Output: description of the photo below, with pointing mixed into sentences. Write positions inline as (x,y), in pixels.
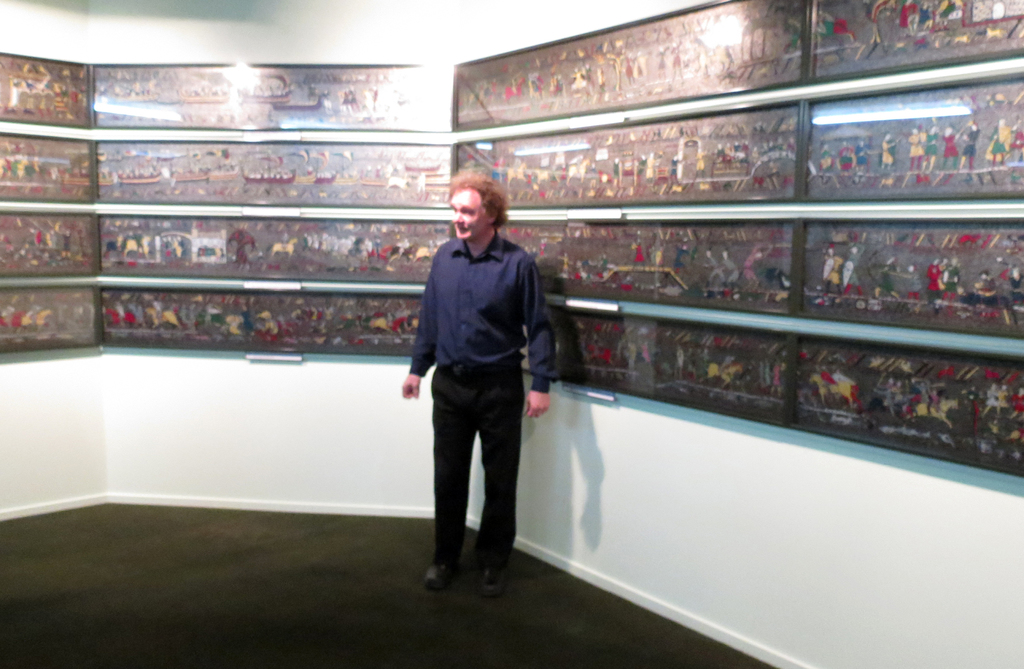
I can see a man (504,319) standing wearing blue shirt (467,335) and black trouser (506,454). These are the frames (660,252) attached to the wall (745,438). This is the floor (195,569). I think this is the lamp (230,77) attached to the wall (7,423).
